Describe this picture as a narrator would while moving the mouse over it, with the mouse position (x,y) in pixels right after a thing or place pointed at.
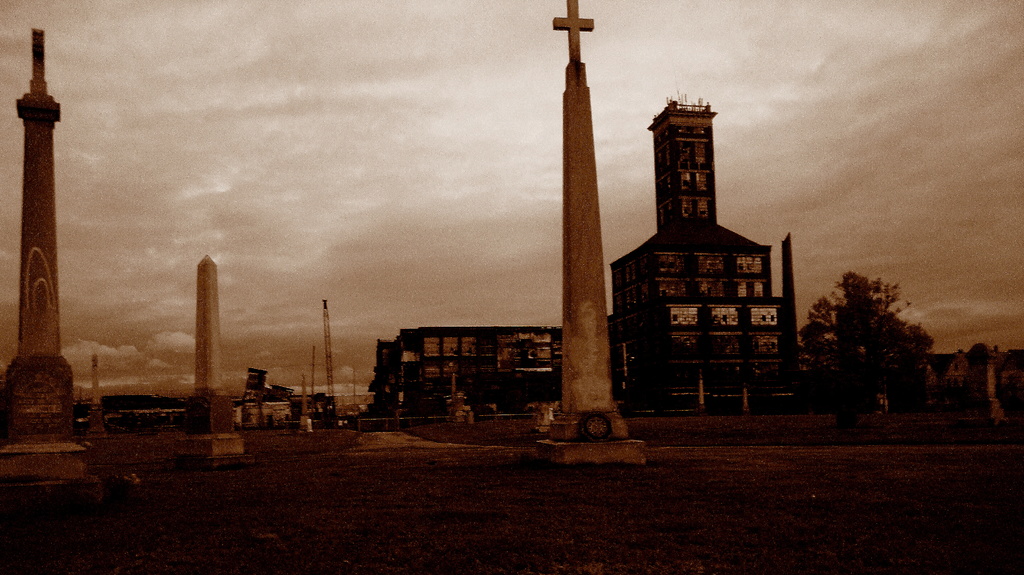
In this image there are buildings (471,397) and towers (22,353). At the bottom (574,519) there is grass (701,565) and we can see trees (894,399), poles (313,378) and sky (343,231).
